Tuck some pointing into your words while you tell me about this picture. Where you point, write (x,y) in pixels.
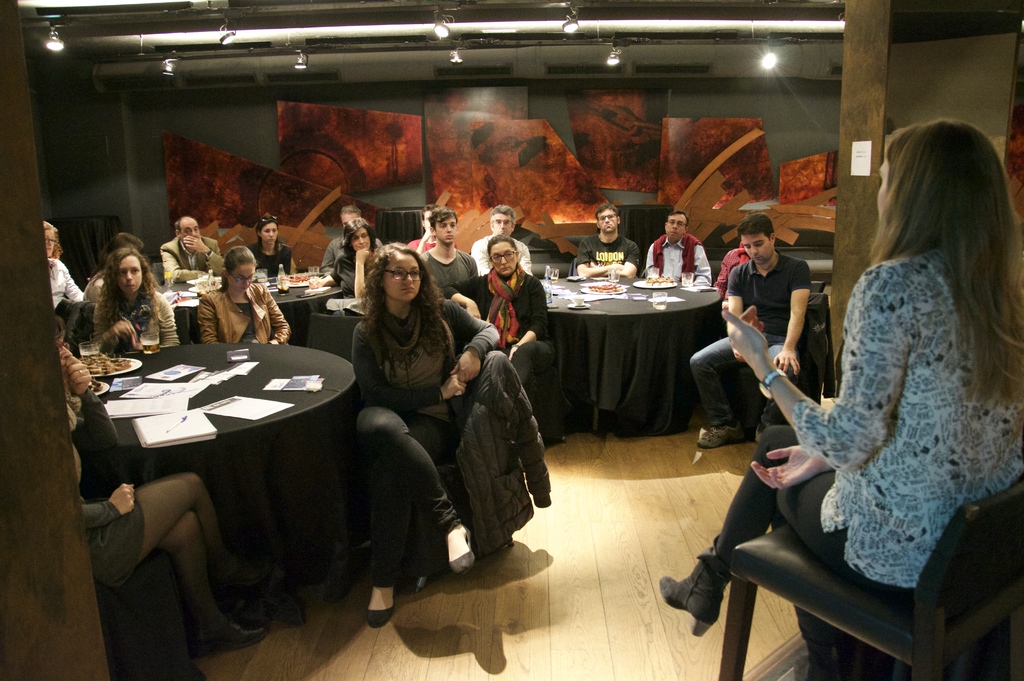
Group of people (268,261) sitting on the chairs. We can see papers (595,297), books (204,419), glasses (662,294), bottles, plates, food (650,280) on the tables (567,312). On the background (396,169) we can see wall (152,142) and on the top (352,26) we can see lights (510,28). This is floor (564,572).
